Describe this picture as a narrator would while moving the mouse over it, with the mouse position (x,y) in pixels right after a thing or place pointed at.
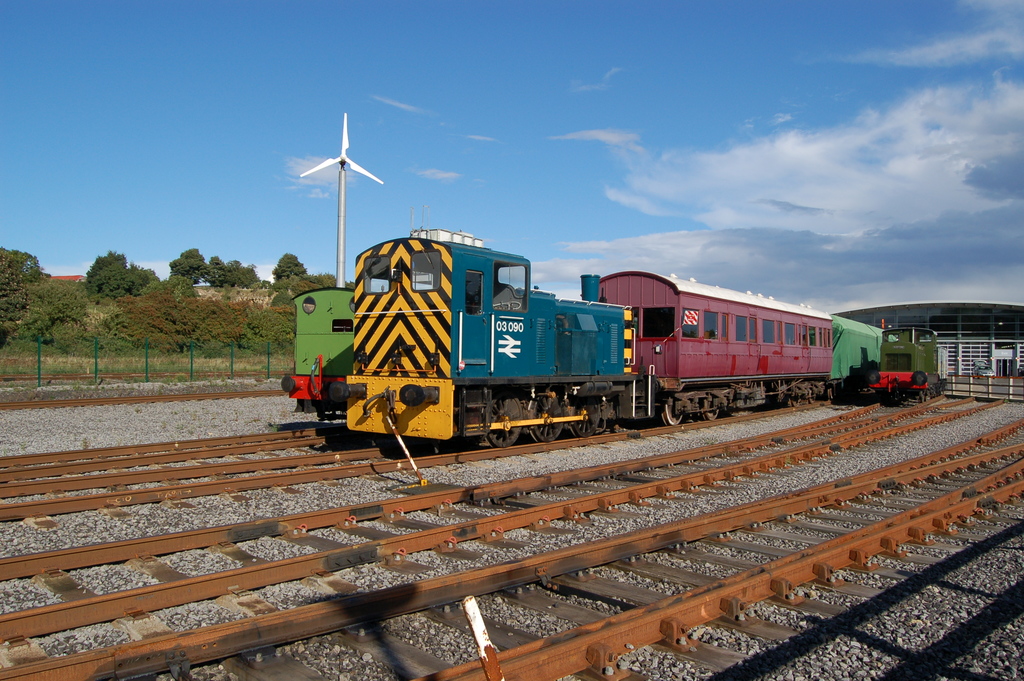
In this image I see the trains (571,309), tracks (43,376) and I see stones (628,531) and I can also see the rods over here and in the background (1006,268) I see the fencing (85,354), a building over here and I see the windmill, trees (298,282) and the blue sky (570,165).
